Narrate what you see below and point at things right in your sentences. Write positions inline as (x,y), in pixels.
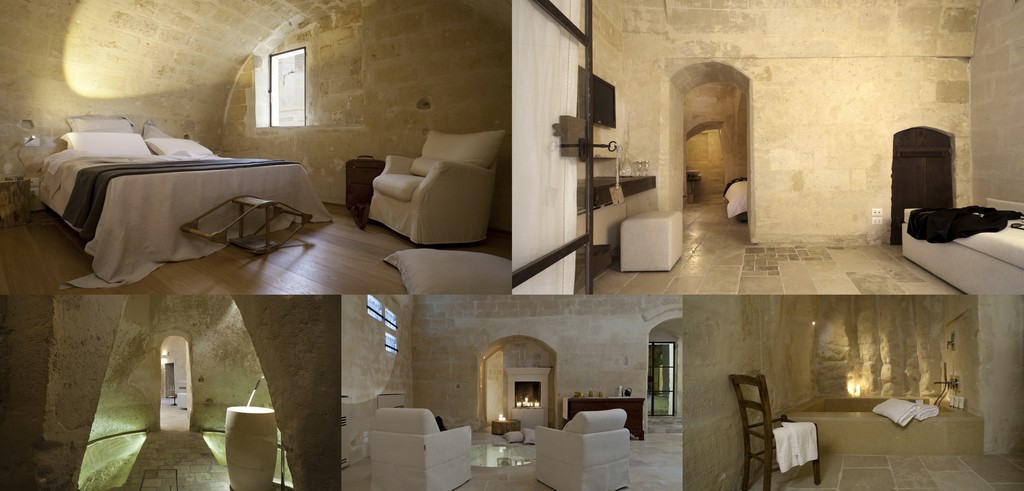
This is a collage image. In this image I can see the couches (457,227), beds (277,222), pillows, chair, towels (796,447), screen (599,101) and few objects (576,396) on the tables (583,410). I can also see the windows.
